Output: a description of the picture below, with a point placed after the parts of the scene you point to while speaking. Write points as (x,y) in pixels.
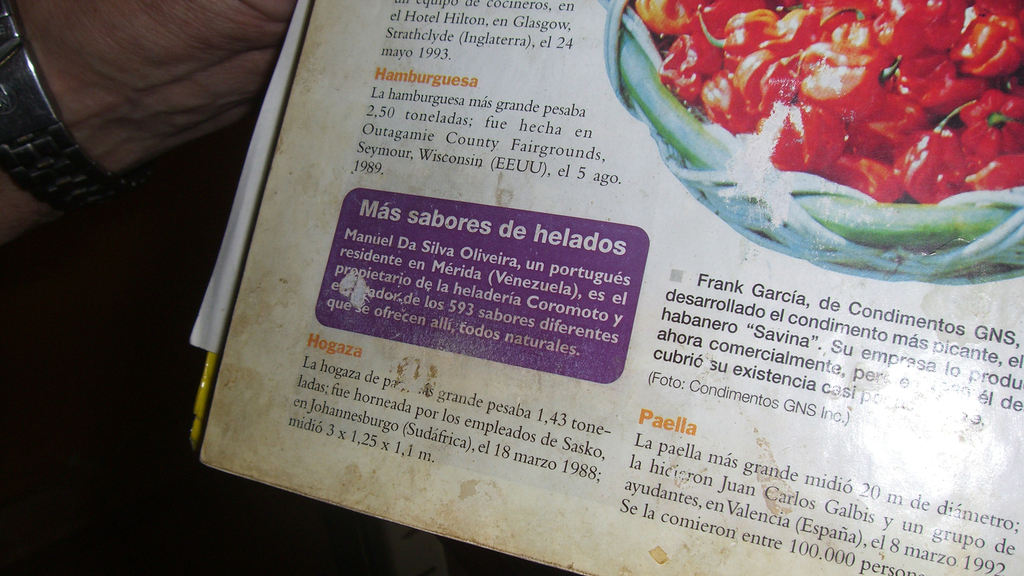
In this image I can see a board (347,272) and on it I can see something is written. On the top side of this image (706,4) I can see a depiction picture (741,14) on the board (1021,219) and on the top left side of this image (260,103) I can see hand (267,49) of a person (139,18). I can also see this person (85,148) is wearing a silver colour watch (79,150).
